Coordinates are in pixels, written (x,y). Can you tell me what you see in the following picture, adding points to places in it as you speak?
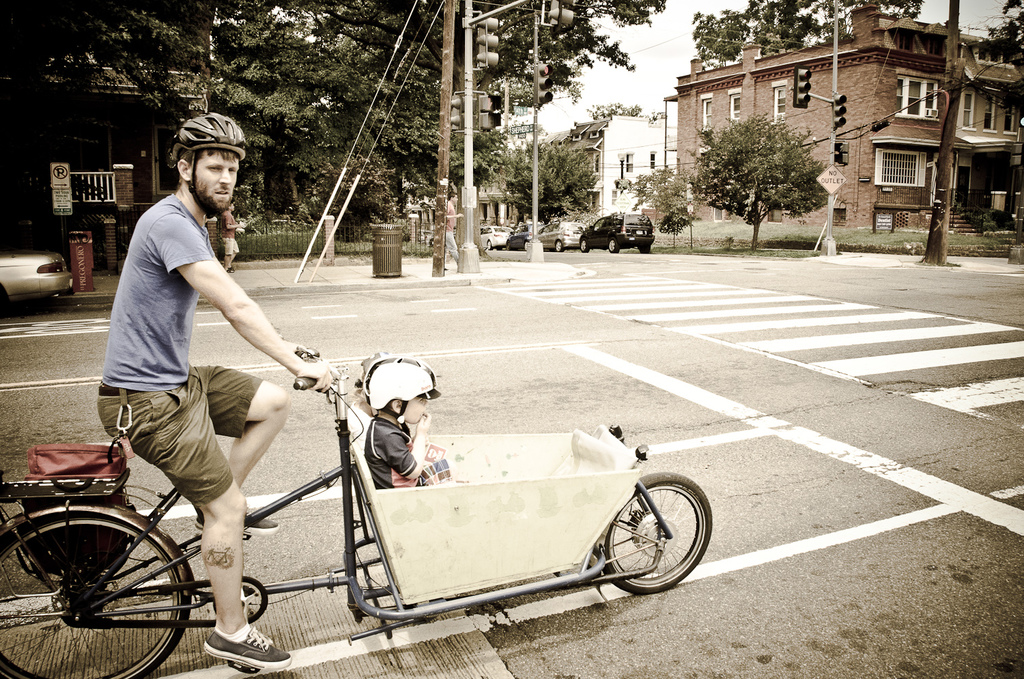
In this image I can see a person (149,342) riding a vehicle (135,547). The man (173,435) is sitting at the back side (143,459) in front the child (427,467) is sitting. At the back side (359,137) I can see trees (305,98) and a building (130,107). There are cars (562,229) on the road (297,514). There is a traffic signal (820,96) and a sign board (837,185).
